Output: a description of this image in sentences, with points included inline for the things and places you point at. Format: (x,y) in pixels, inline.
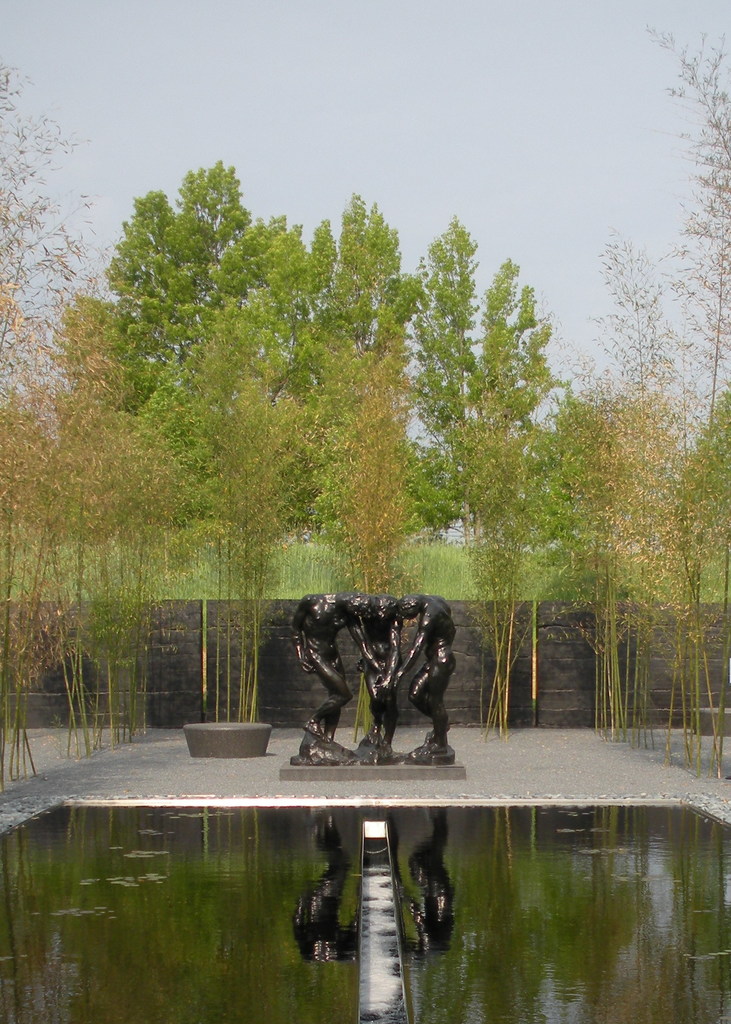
Here we can see sculptures (440,648), water (431,884), trees (297,409), and a wall (483,725). On the water (29,881) we can see the reflection (309,965). In the background (375,176) there is sky (478,136).
